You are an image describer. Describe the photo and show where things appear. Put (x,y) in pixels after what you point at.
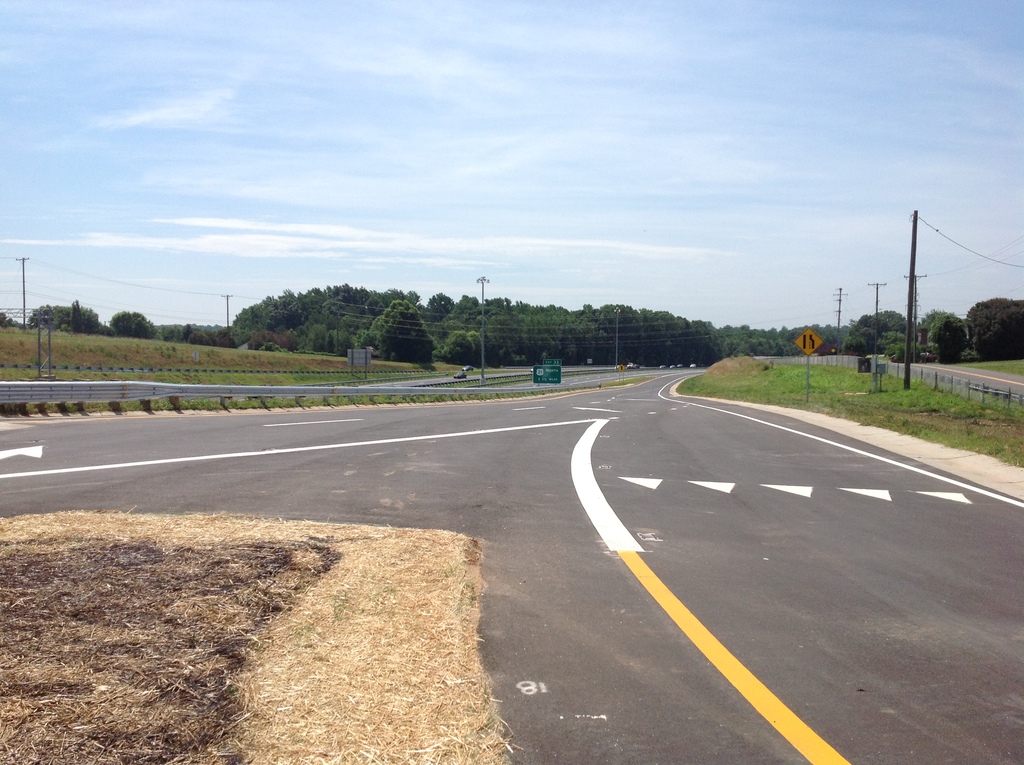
This image is clicked on the road (634,461). Beside the road (621,461) there is a walkway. There are poles (841,303), sign board poles (811,347) on the walkway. In the background (522,316) there are trees (747,338). At the top (617,169) there is the sky (562,172). In the bottom left (269,672) there is the dried grass (216,683) on the ground (206,682).
